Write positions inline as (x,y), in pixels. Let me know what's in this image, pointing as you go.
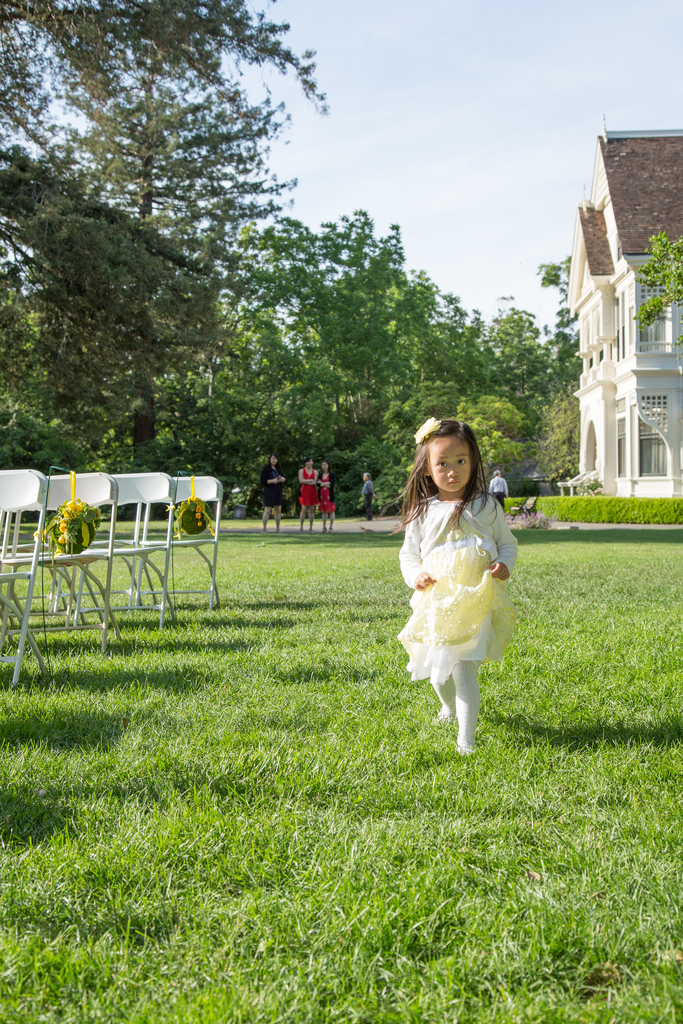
In this picture there is a girl (479,635) at the right side of the image (469,629) walking in the grass floor (386,719), there are some people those who are standing at the left side of the image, there are some trees (183,265) around the area, there is a house (621,322) at the right side of the image (682,216).
